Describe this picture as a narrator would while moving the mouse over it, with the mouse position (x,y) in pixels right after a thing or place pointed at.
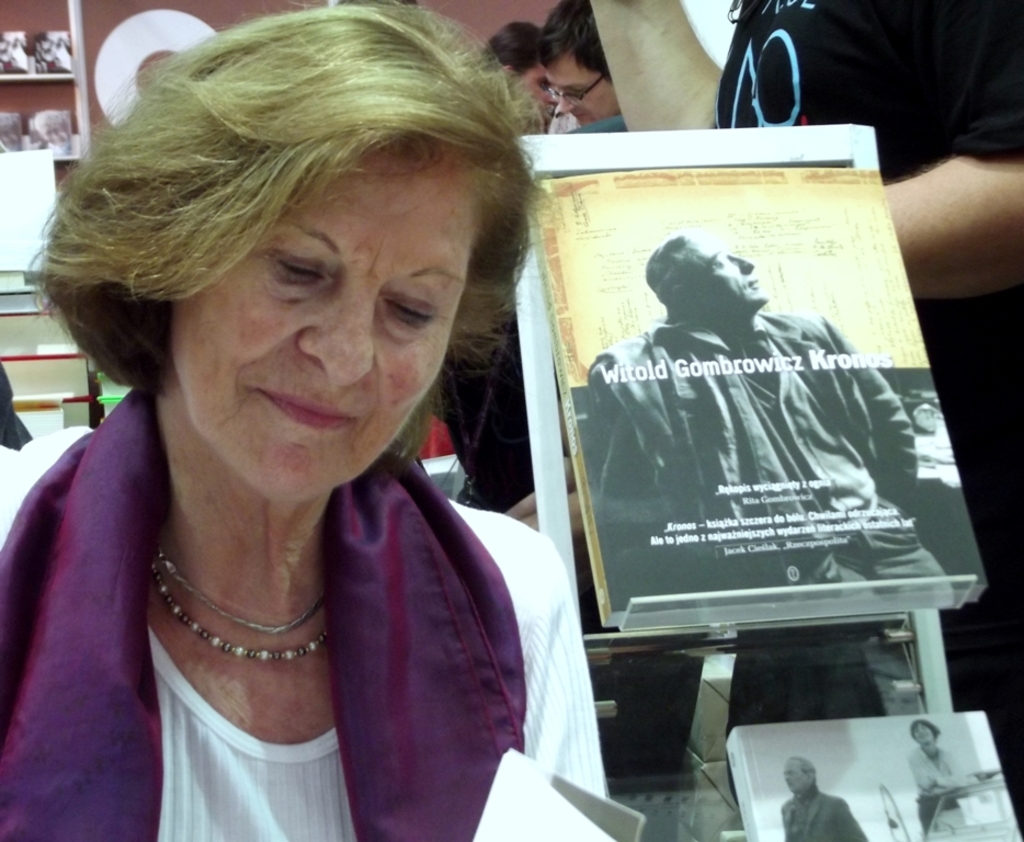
In this image we can see few people (349,770). There are few books (810,511) placed on the rack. There are few objects (64,115) at the left side of the image (42,384).
